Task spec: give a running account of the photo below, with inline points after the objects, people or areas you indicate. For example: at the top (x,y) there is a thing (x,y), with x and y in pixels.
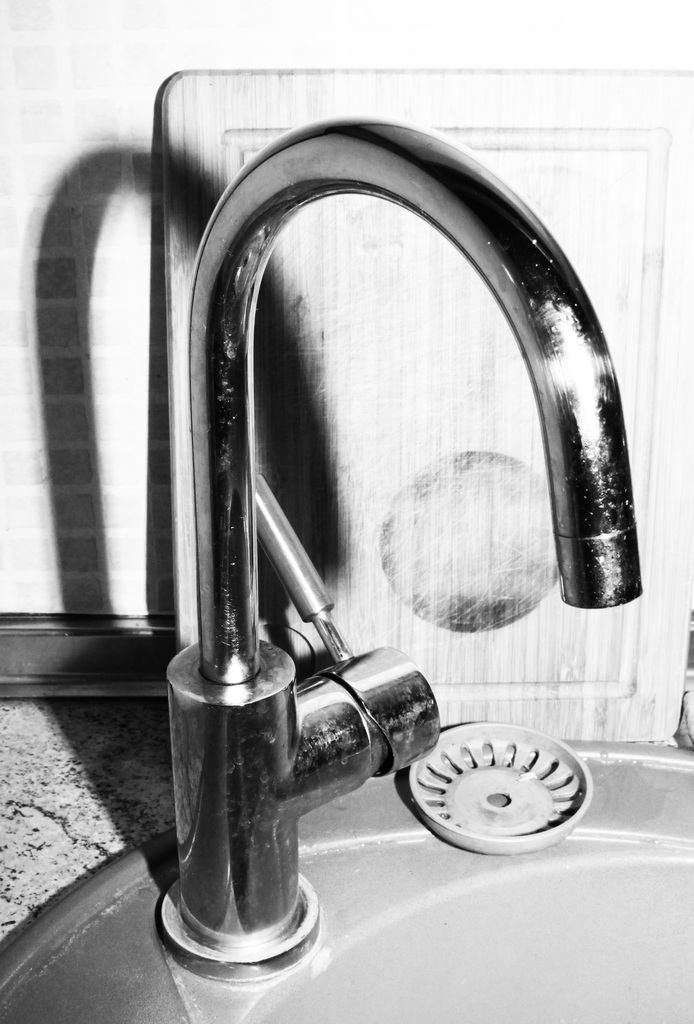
In this picture there is a tap (600,431) in the center of the image (237,520).
